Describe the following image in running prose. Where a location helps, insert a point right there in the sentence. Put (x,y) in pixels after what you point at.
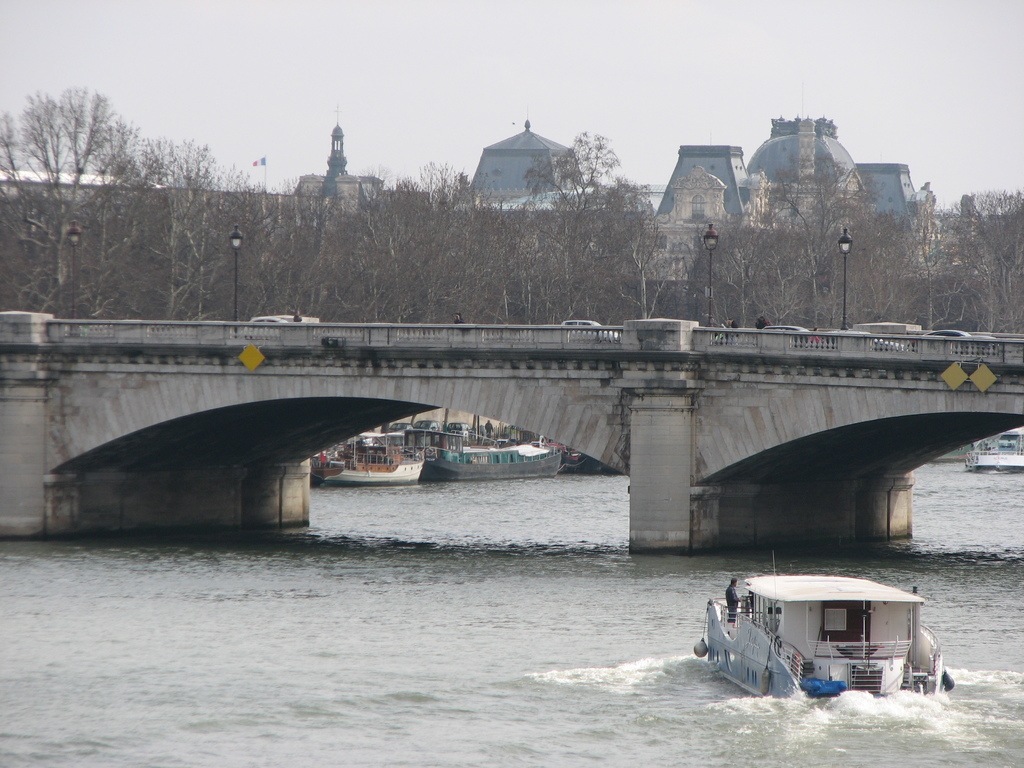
In this image, there are boats (717,642) on the water (537,670). I can see the vehicles (292,320) and light poles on a bridge (64,413). Behind the bridge (787,407), there are buildings (878,171) and trees (113,279). In the background (214,80), there is the sky (694,94).
